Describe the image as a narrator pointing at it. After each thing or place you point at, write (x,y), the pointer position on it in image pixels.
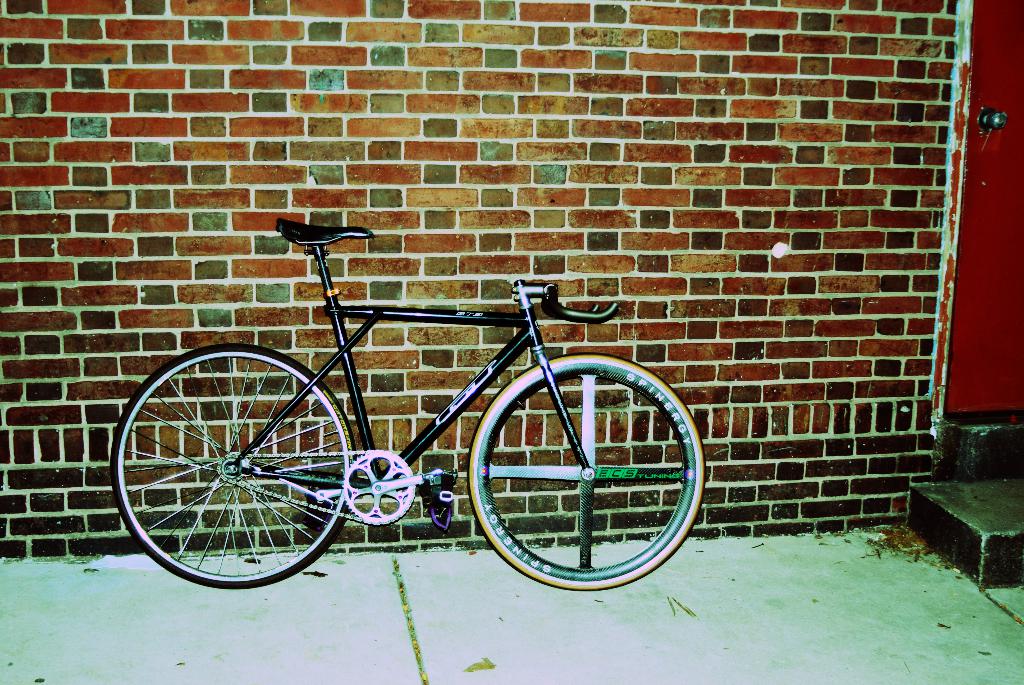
As we can see in the image there is a brick wall (763,313), red color door (983,331) and a bicycle (345,351).
